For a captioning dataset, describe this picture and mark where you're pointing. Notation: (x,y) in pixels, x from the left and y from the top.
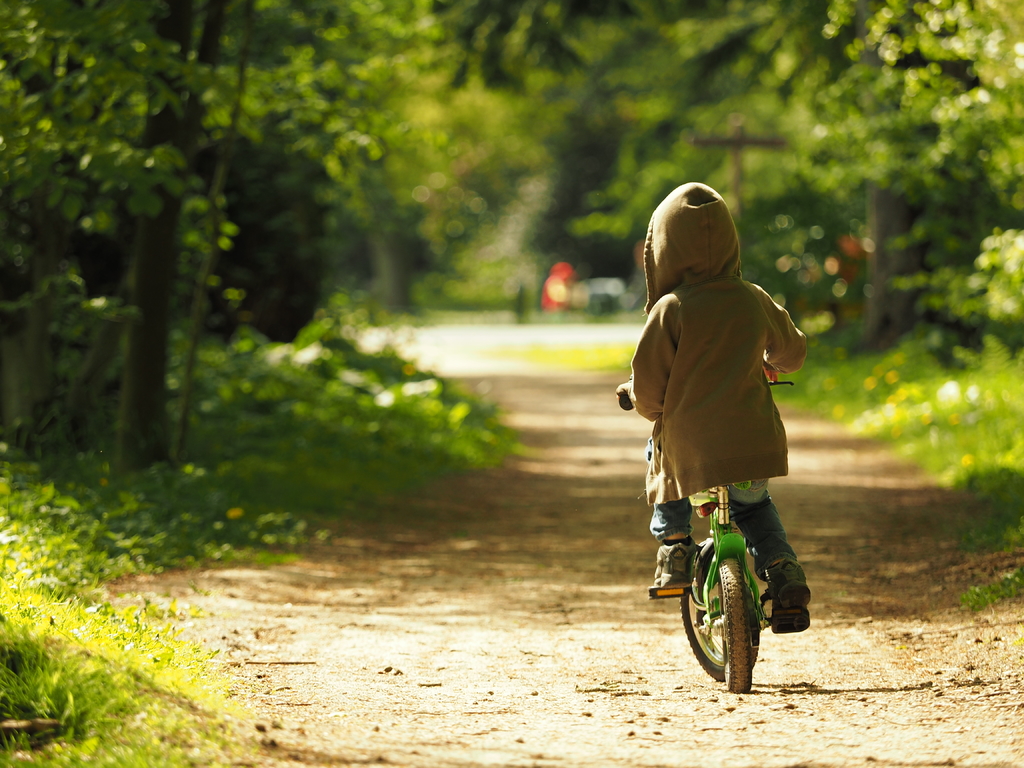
He is riding a bicycle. He's holding a handle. He's wearing a brown jacket (732,376). We can see in the background (557,438) there is a trees (607,235) and road (534,372).
